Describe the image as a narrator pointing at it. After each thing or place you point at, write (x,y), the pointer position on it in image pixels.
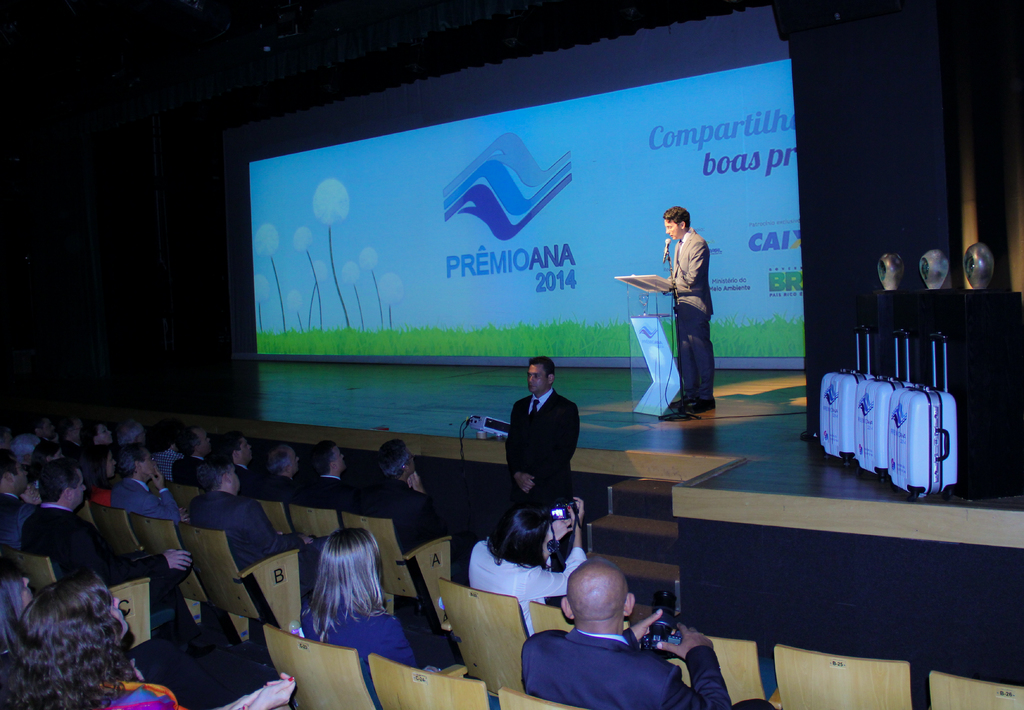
In the image we can see there are people (335,563) sitting and two of them are standing, they are wearing clothes (685,270). Here we can see trolley bag (873,427) and projected screen (552,216). Here we can see podium (648,356), microphone (667,249), stairs (613,494) and some people (600,582) are holding the camera (657,641).
